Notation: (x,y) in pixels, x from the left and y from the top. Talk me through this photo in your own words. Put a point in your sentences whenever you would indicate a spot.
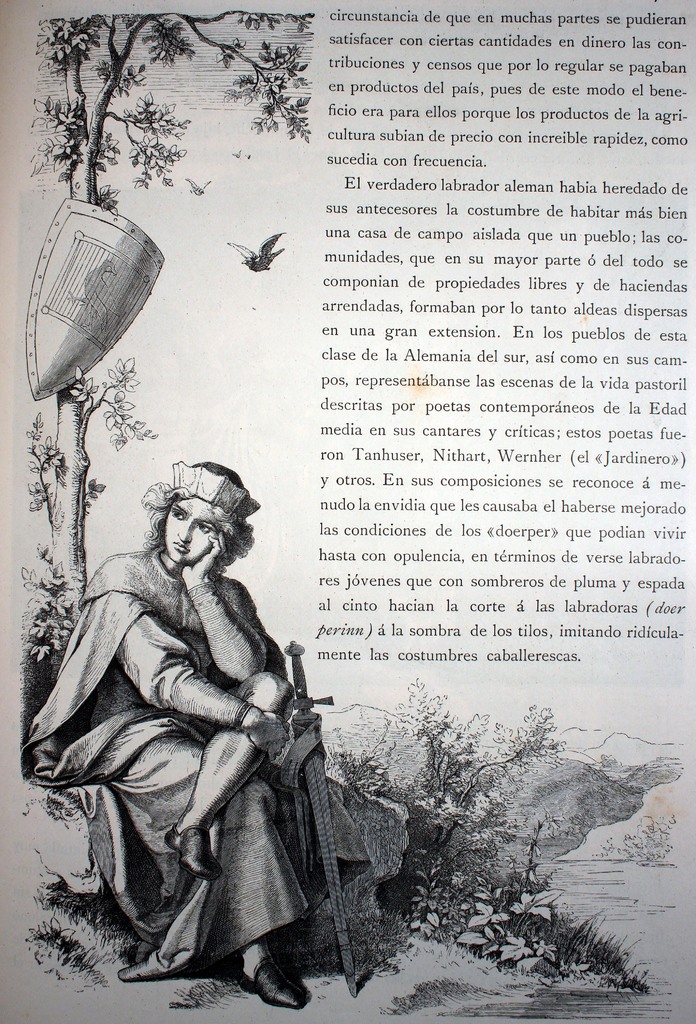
In this picture there is a person (164,729) sitting on the rock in the left corner (143,837) and there is a sword (307,778) beside him and there is something written in the right corner (522,275).
